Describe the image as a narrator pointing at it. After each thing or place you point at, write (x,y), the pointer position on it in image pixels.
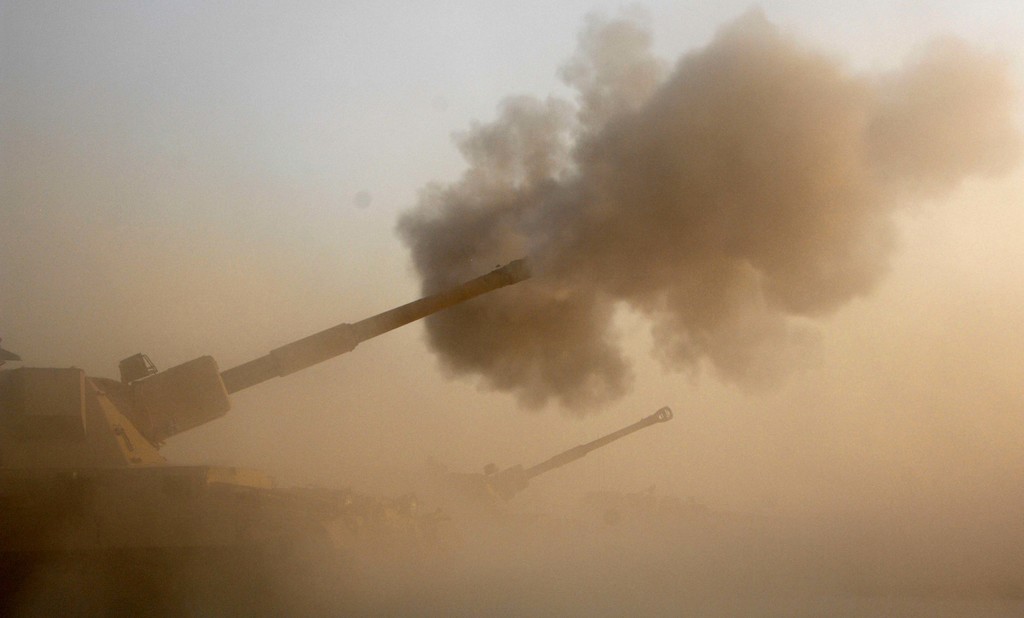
Here we can see military tanks (104,400), smoke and sky (233,139).
